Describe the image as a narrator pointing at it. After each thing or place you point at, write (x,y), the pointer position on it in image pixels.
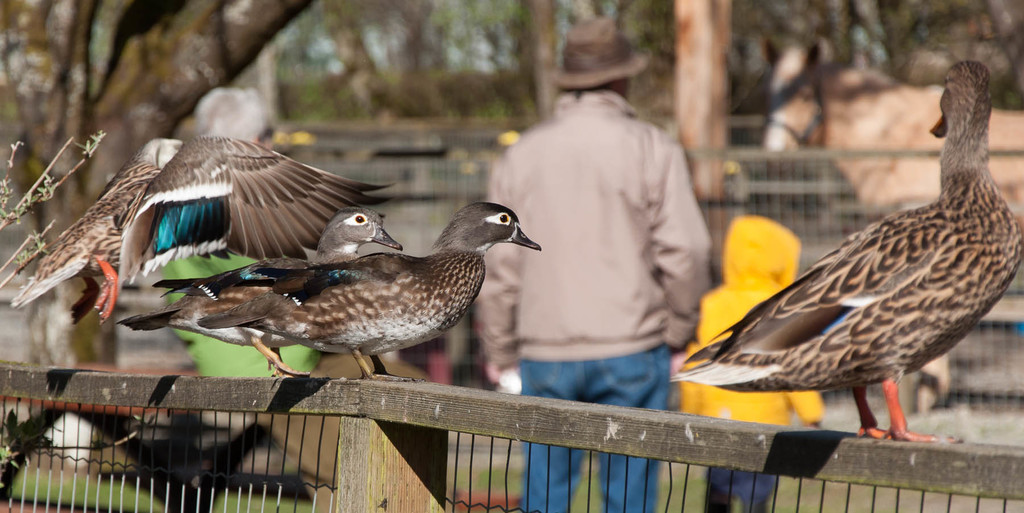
In this image we can see three birds (286,329) which are on fencing (430,431) and in the background of the image (530,192) there are some persons (689,185) standing, there are some trees (696,170) and fencing (793,192).
